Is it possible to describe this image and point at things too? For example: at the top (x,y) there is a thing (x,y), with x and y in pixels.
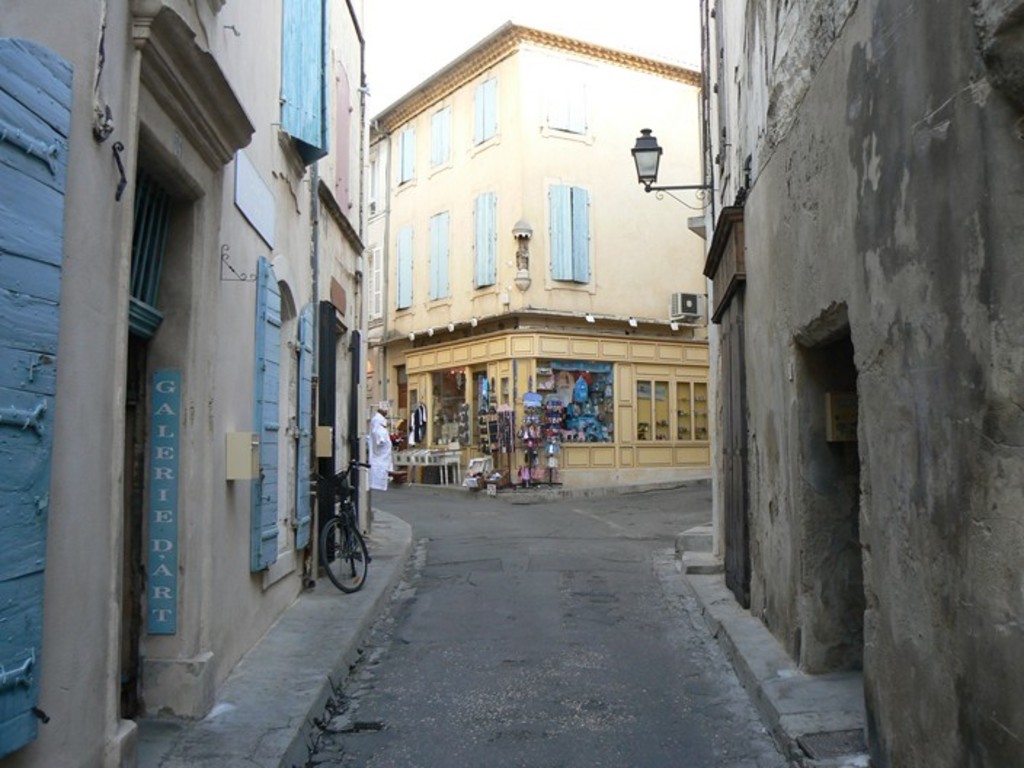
In this picture I can see the buildings (287,261). On the left (338,499) there is a bicycle (345,543) which is parked near to the windows (290,484) and doors (331,474). In the back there is a man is wearing white dress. He is standing in front of the shop (510,441). In the shop (530,434) I can see the table (445,452), chairs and other objects (507,437). At the top (403,35) I can see the sky (403,35).
